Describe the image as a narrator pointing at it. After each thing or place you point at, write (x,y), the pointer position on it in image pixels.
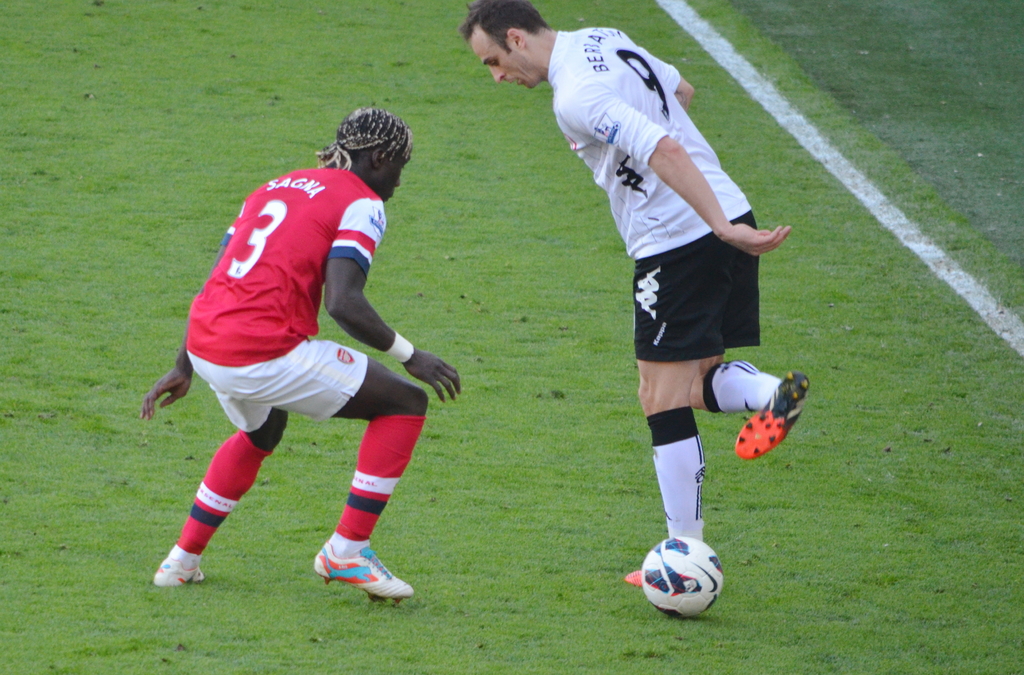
In this picture there are two persons (563,90) standing on a greenery ground (564,353) and there is ball (660,571) beside them and there is a white line (936,264) in the right corner (919,239).
